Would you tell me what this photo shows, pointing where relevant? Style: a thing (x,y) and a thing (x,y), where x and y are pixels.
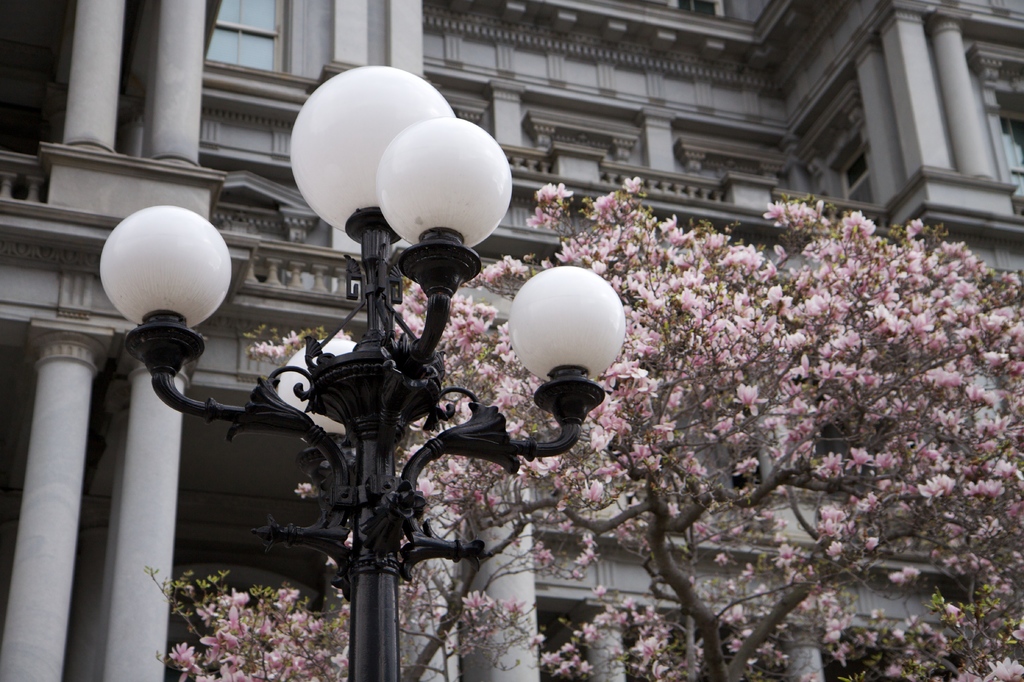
In this image we can see building (595,109), pillars (179,131), windows (229,50), street pole (370,294), street lights (168,257) and a tree (748,563) with flowers (706,326).
